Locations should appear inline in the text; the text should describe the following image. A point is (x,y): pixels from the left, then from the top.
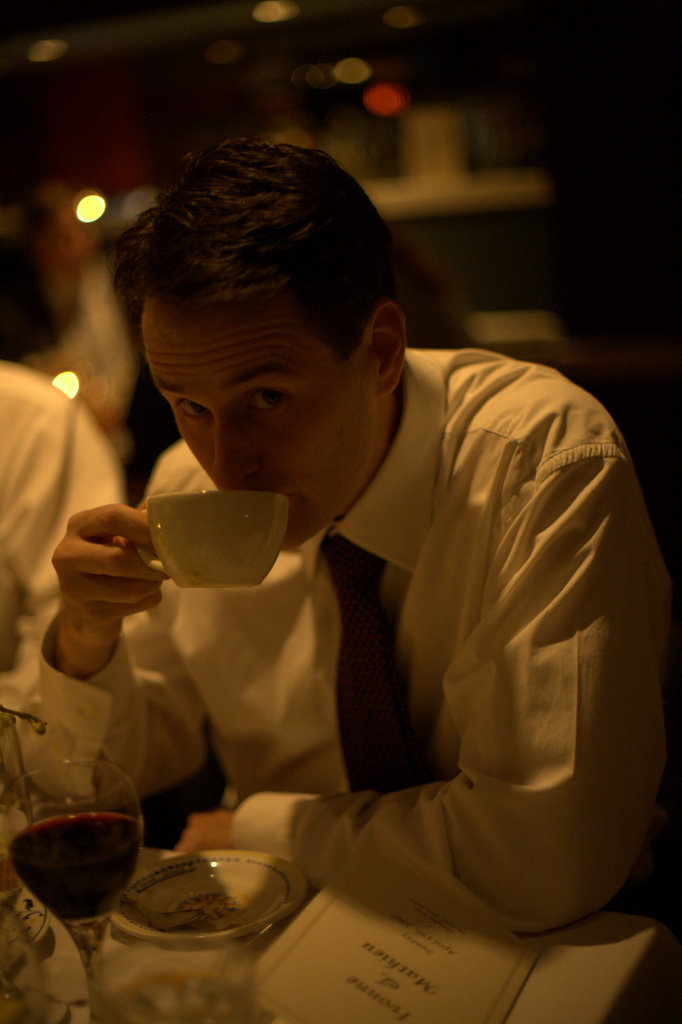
In this image i can see a man (454,545) sitting and holding a cup (222,584). I can see a plate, a paper (320,946) and a wine glass (116,895).
